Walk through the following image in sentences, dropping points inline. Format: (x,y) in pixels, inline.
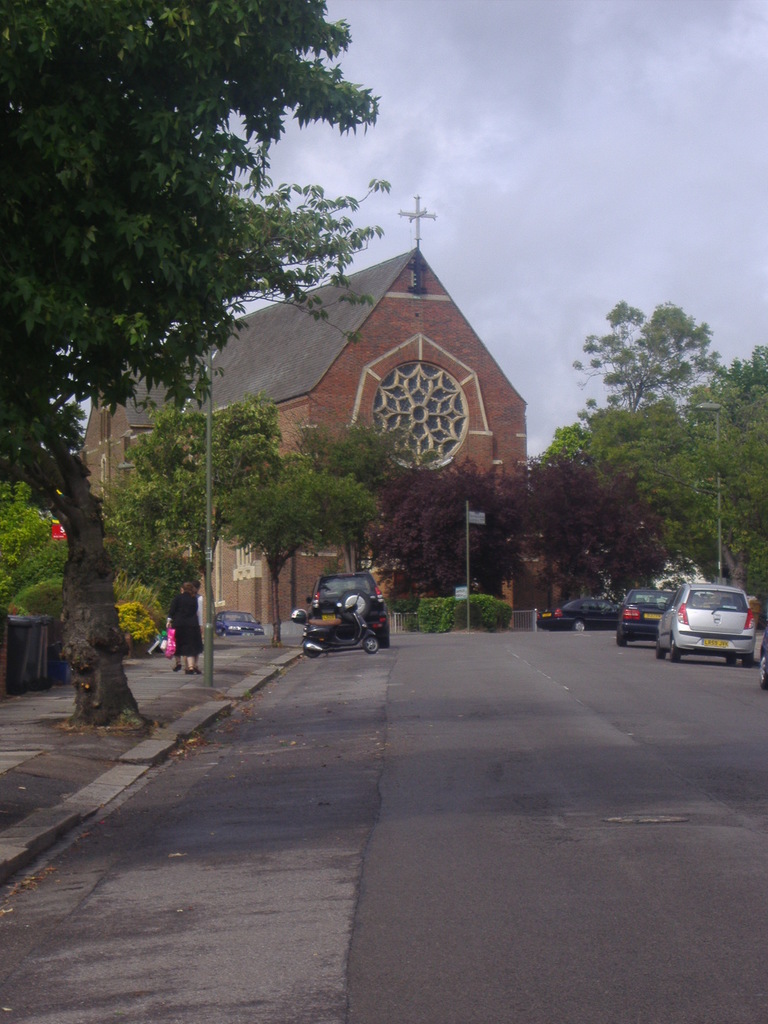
In the middle (273,540) I can see trees (171,542), poles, fence (530,626), a person (173,617) and fleets of cars (688,592) on the road (422,713). In the background (522,574) I can see a church (480,344) and the sky (490,346). This image is taken during a day.
